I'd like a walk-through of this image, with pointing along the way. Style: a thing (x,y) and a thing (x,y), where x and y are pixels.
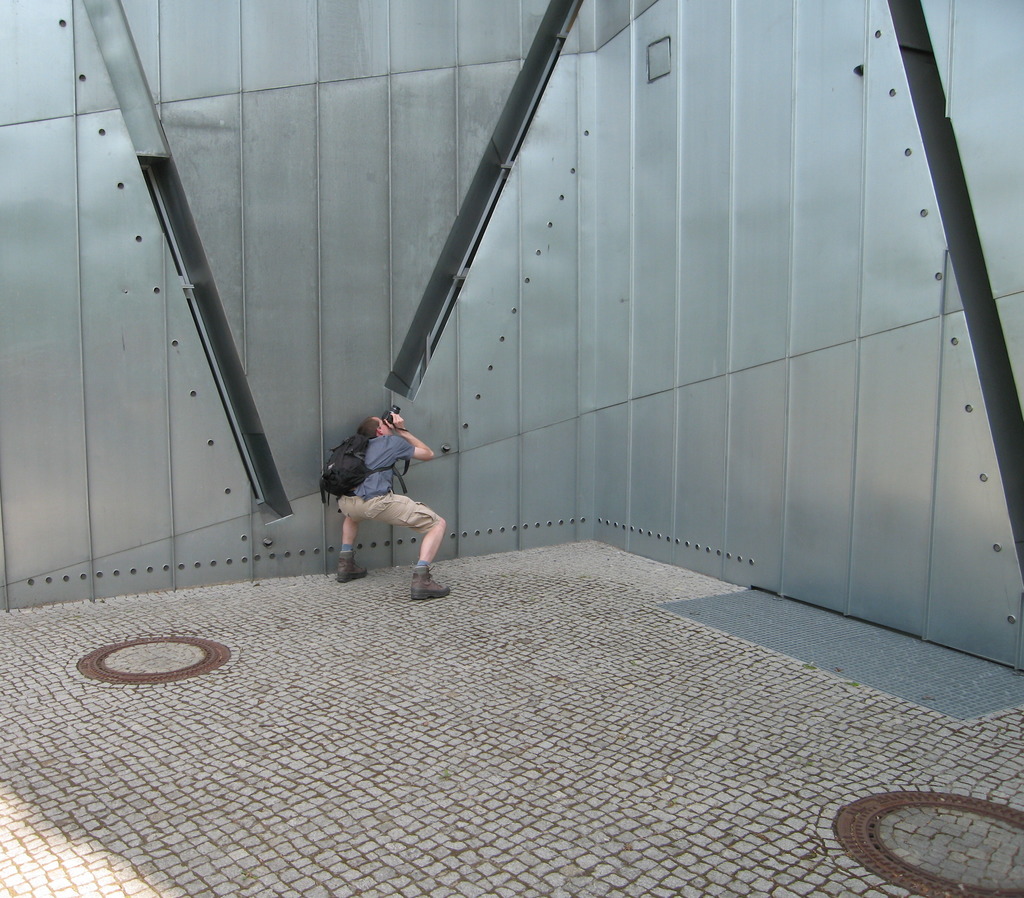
In this image, we can see a person (426,517) carrying a bag (360,473) and holding an object (390,414). We can see the ground (859,717) and the metal wall (562,235).
